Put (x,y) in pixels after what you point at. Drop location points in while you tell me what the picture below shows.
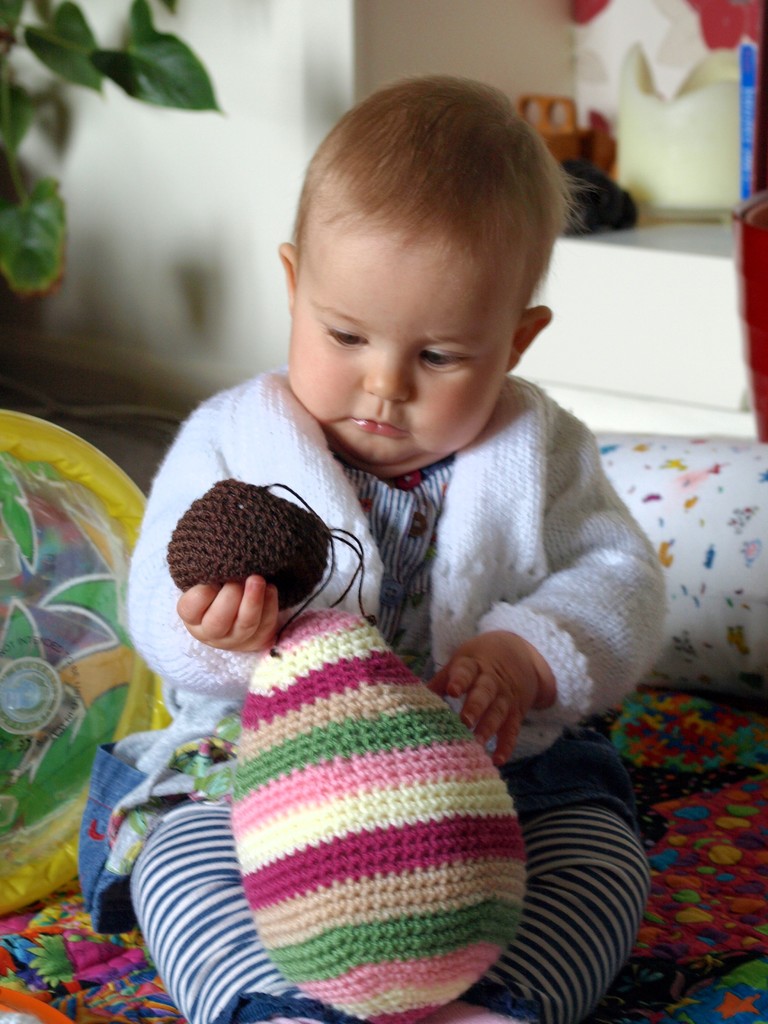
In this image I can see a baby (488,455) wearing a white color sweater (512,592) and holding a toy (419,1011) sitting on floor (695,881), on the floor (684,726) I can see colorful quilt (690,920) and pillow (703,460) and at the top (284,82) I can see the wall (31,147) and leaves (37,190) in front of the wall (124,190).
